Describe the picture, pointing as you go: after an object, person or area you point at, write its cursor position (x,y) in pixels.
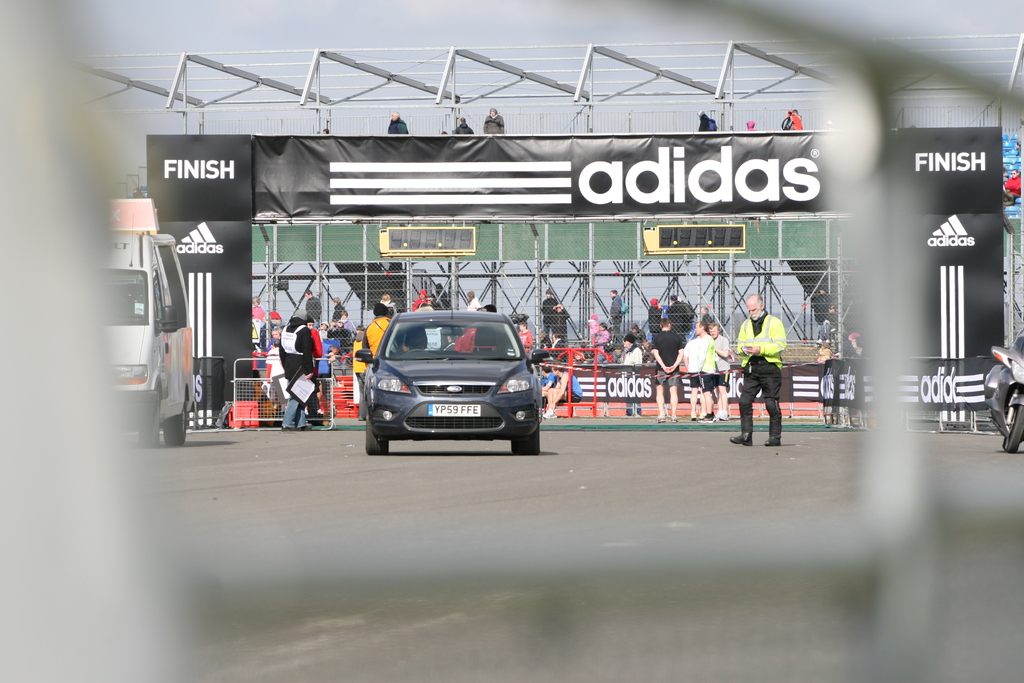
This image is taken outdoors. In this image there is a mesh (894,547). At the bottom of the image (329,491) there is a road (459,458). In the middle of the image (412,334) a car (375,389) is parked on the road (378,476). On the left side of the image (124,205) a truck (148,278) is parked on the ground (513,500). At the top of the image (216,6) there is a sky (567,29). In the background (648,375) there is a dais (232,202), a few boards (231,195) and a text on them. There are many iron bars (507,274) and grills (198,123). A few people (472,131) are standing on the road (691,457) and a few are sitting on the benches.
